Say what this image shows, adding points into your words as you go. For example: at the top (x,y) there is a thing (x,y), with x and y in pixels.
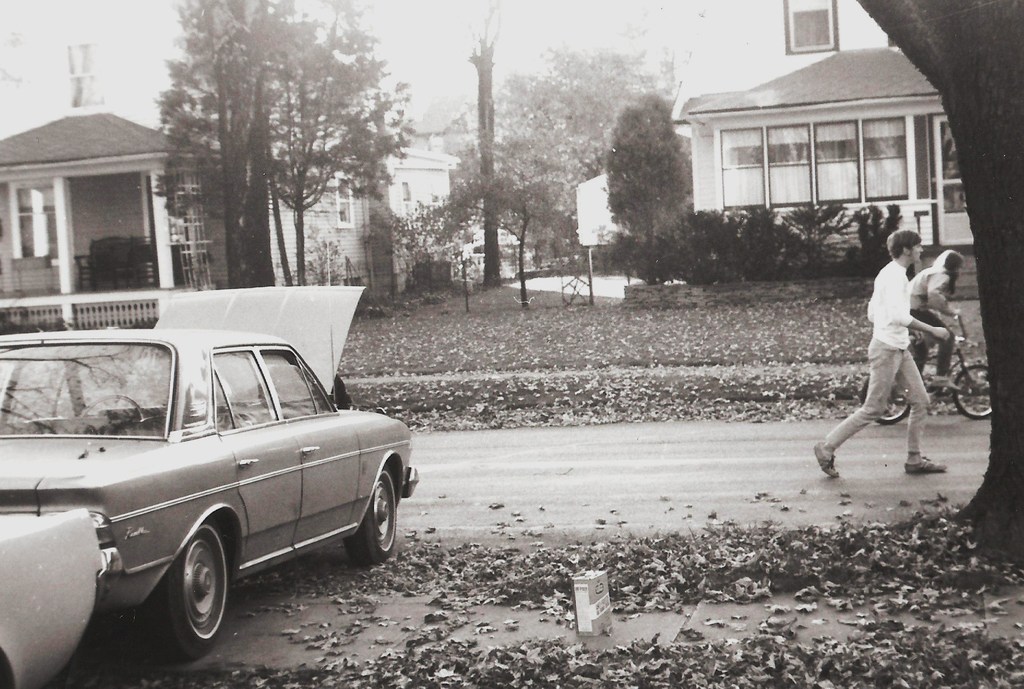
On the right (908,453) we can see a man (878,409) walking and there is a lady (941,360) riding bicycle (963,391). On the left (166,520) there is a car (176,511). In the background (246,175) there are trees (253,161) and buildings (61,202).
